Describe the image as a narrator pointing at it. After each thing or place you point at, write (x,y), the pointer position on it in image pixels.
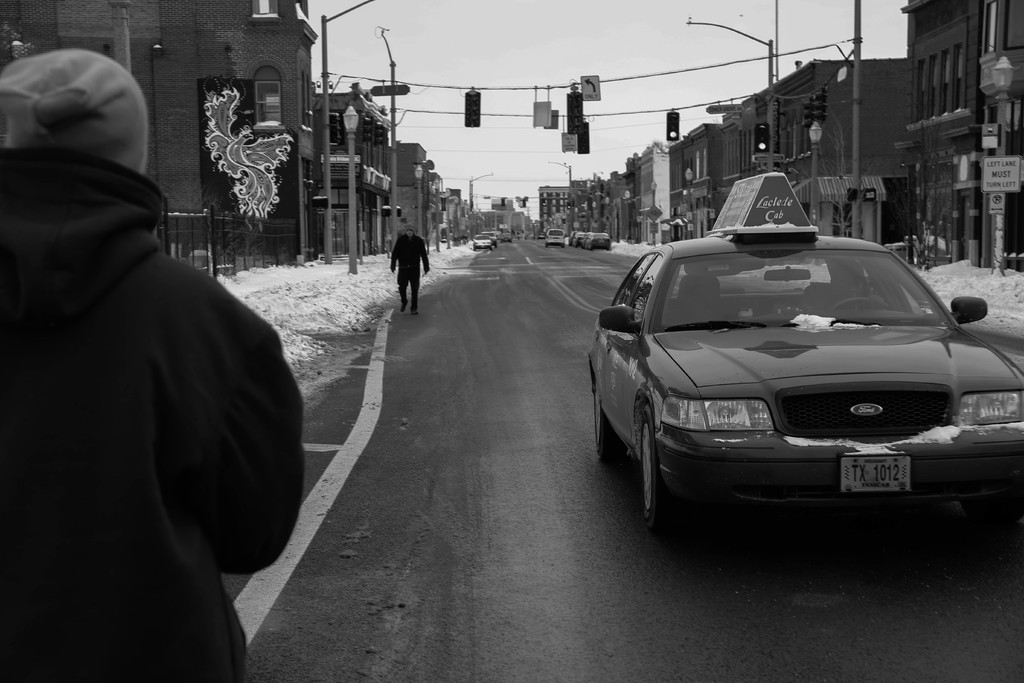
This is a black and white picture. I can see vehicles (490,236) on the road (501,244), there are two persons (148,630) standing, there is snow (312,307), there are poles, lights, boards (796,228), there are buildings (919,94), and in the background (517,112) there is the sky (597,106).
